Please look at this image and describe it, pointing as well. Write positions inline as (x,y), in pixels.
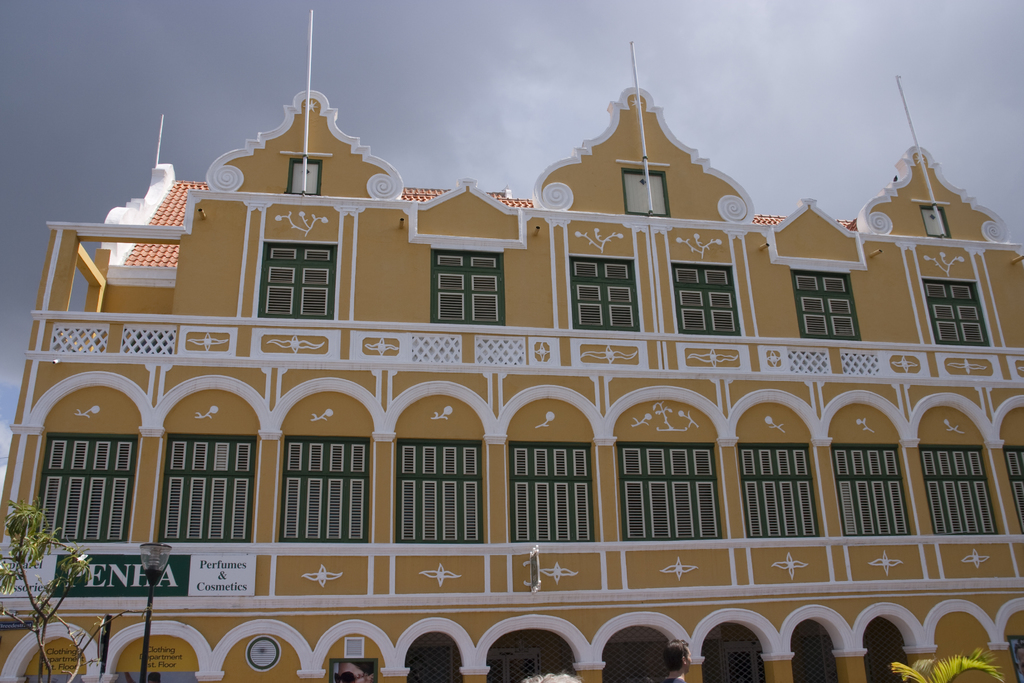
In this image we can see windows (170,481), building (607,352), pillars (487,385), light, tree (70,565), sky (129,73) and clouds (144,75).
